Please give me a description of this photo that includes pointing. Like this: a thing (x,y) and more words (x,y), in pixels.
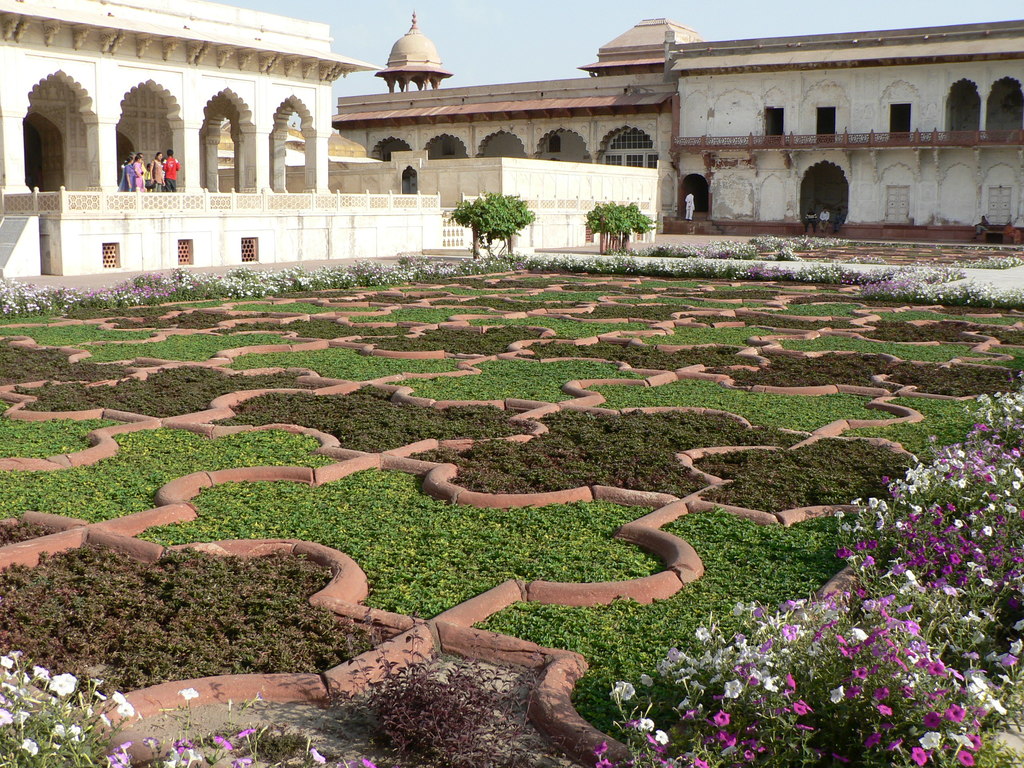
In this picture we can see the grass (612,634), plants (944,502) with flowers (812,274), trees (608,214), some people (176,168), buildings (273,123) and in the background (619,17) we can see the sky (509,32).
